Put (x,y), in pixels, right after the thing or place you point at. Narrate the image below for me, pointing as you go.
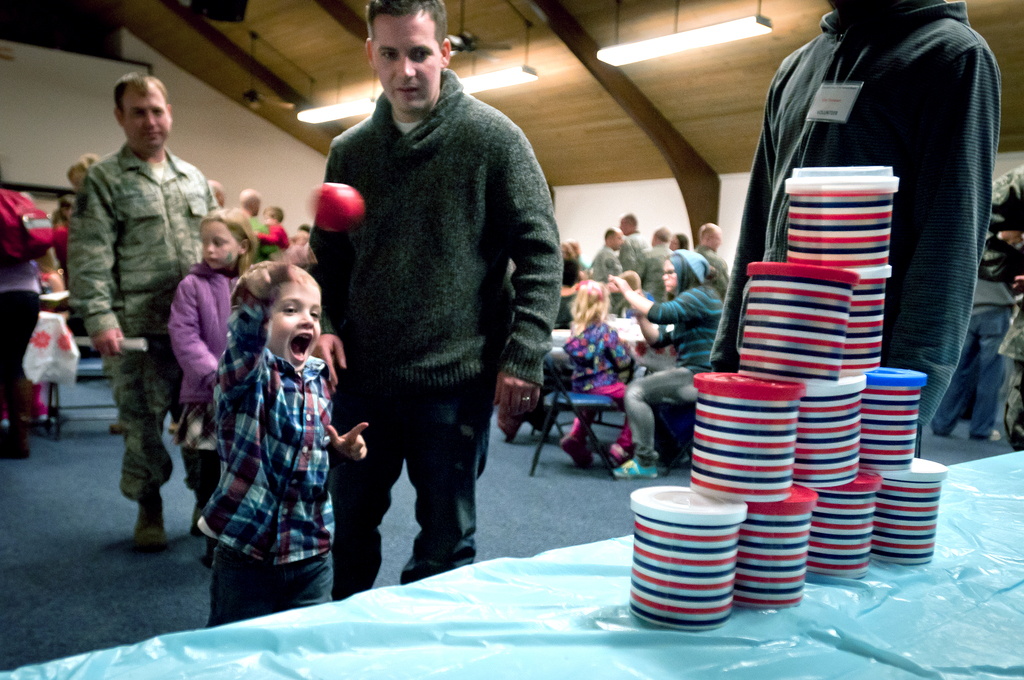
At the bottom (628,658), we see a table (629,671) which is covered with a blue color sheet (700,654). We see the plastic boxes (757,489) are placed on the table (835,624) in the pyramid shape. Beside that, we see a man (907,236) is standing. In the middle (487,288), we see a man (401,215) is standing and beside him, we see a boy (261,439) is throwing a ball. Behind him, we see a man (143,362) and a girl (196,317) are standing. We see the people (579,334) are standing and some of them are sitting on the chairs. In the background (647,233), we see a wall (187,121). At the top (555,68), we see the lights (643,51) and the roof (532,115) of the building (637,66).
